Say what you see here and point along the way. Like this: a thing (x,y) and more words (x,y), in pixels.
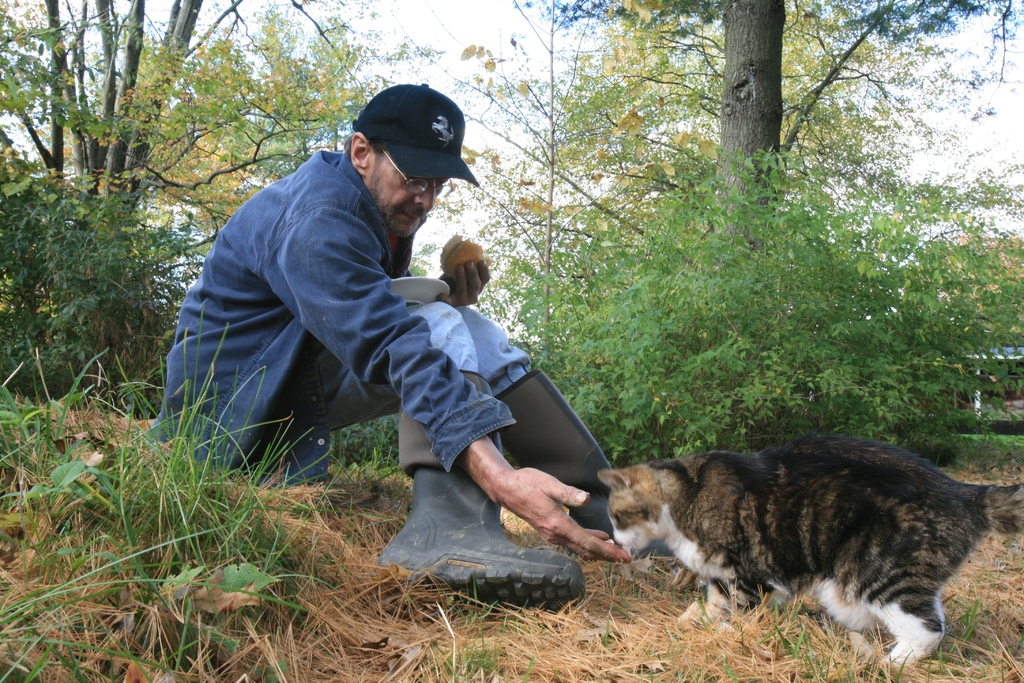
In this image I see a man (344,305) who is sitting on the grass (522,639) and he is holding food (454,252) and a plate (425,278) and I see a cat (824,451) over here. In the background (957,425) I see the plants (912,395) and trees (974,226).
